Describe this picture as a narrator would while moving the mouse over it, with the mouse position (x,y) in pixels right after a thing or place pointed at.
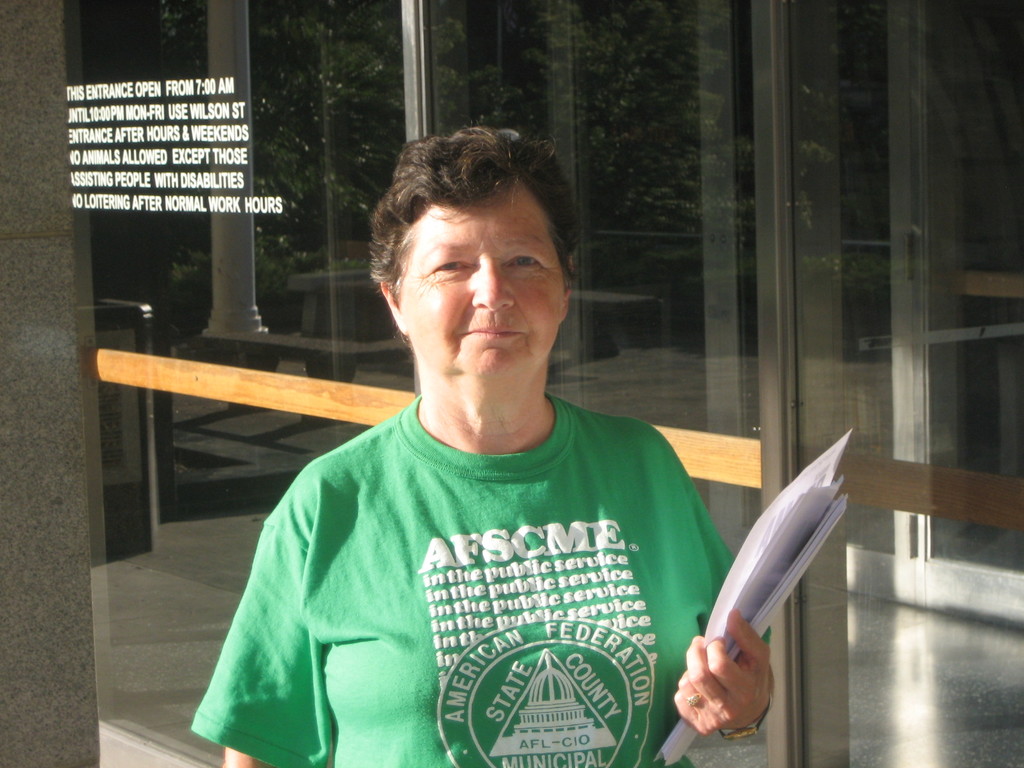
In the middle of the image (520,358) we can see a woman (592,512), she is holding few papers (786,559), behind her we can find some text (225,88) on the glass (273,344), in the mirror reflection (376,131) we can see few trees (609,217).
